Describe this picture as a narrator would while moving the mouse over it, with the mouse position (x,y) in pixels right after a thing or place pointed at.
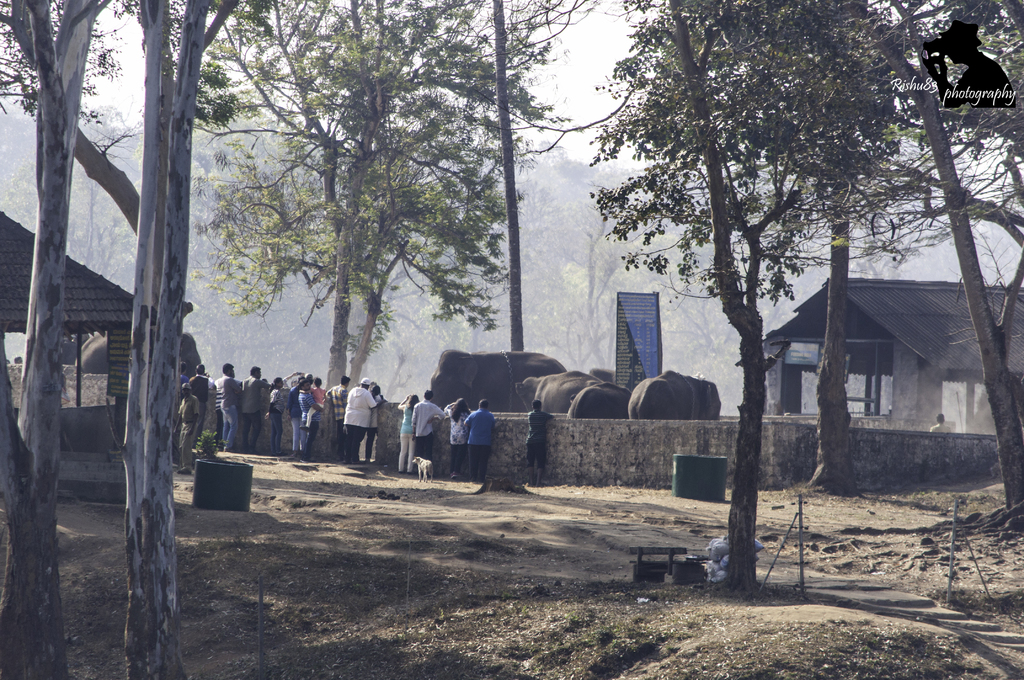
In the center of the image (421,408) we can see some persons (545,417) are standing and an elephant's (614,391), boards (633,339), trees (476,304) are there. On the right side of the image (920,346) a shed (924,368) is there. At the bottom of the image (488,578) ground (583,542) and some objects (704,564), containers (246,478) are there. At the top of the image (588,64) sky (583,49) is there.
